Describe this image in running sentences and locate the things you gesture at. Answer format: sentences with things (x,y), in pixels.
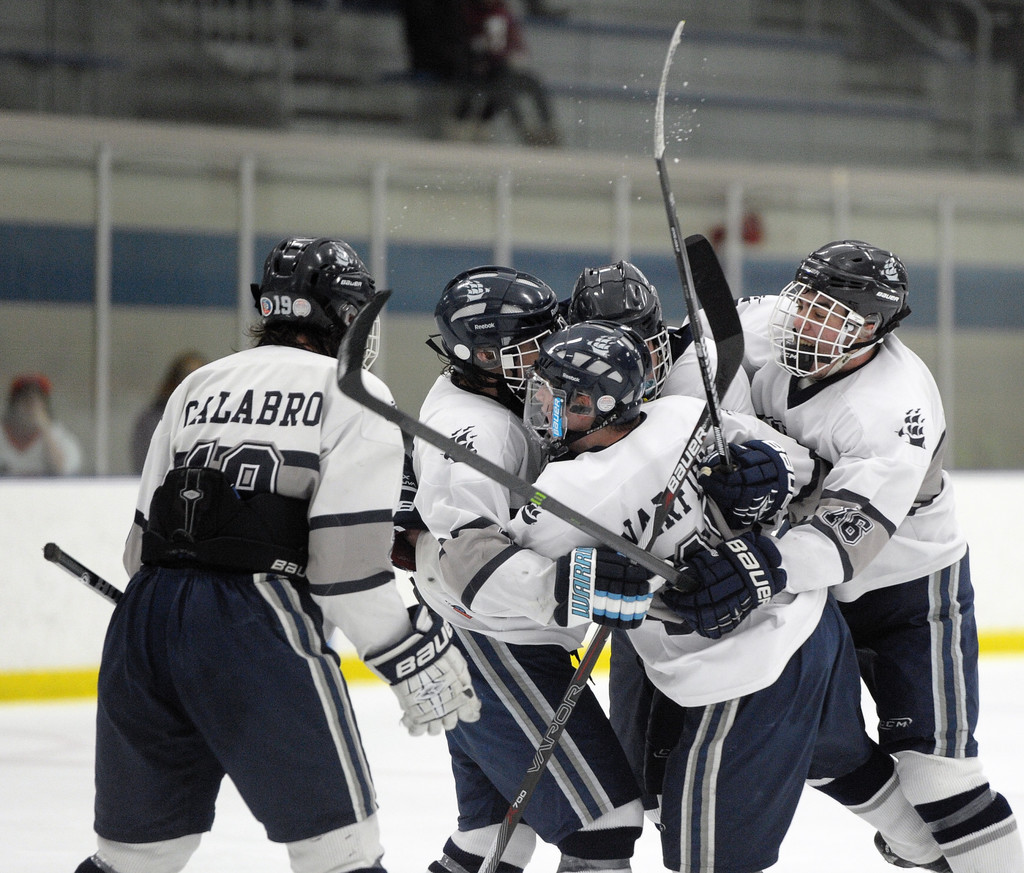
In this image we can see few persons (516,587) are standing and holding hockey sticks (496,476) in their hands (394,513), wore helmets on their heads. In the background (344,6) we can see few persons (43,425) and objects (163,88).
